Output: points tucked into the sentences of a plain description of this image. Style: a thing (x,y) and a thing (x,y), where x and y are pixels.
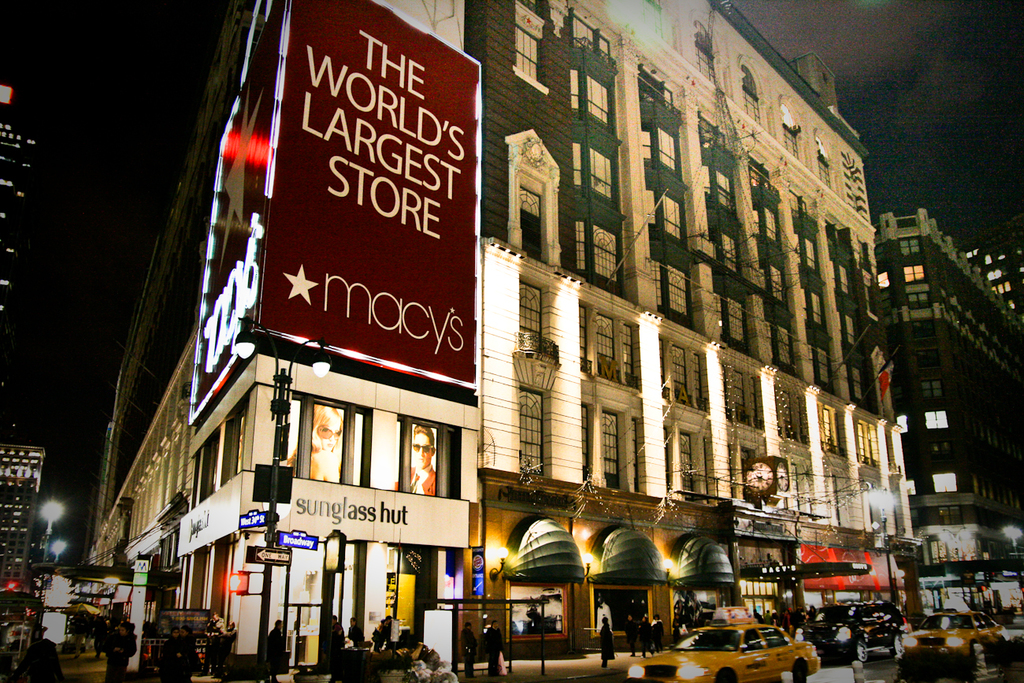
In the image in the center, we can see a few vehicles (738,622) on the road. And we can see a few people (469,626). In the background (410,399), we can see the sky (129,150), clouds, buildings (775,308), poles (895,594), banners (232,288), sign boards (427,105), traffic lights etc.
